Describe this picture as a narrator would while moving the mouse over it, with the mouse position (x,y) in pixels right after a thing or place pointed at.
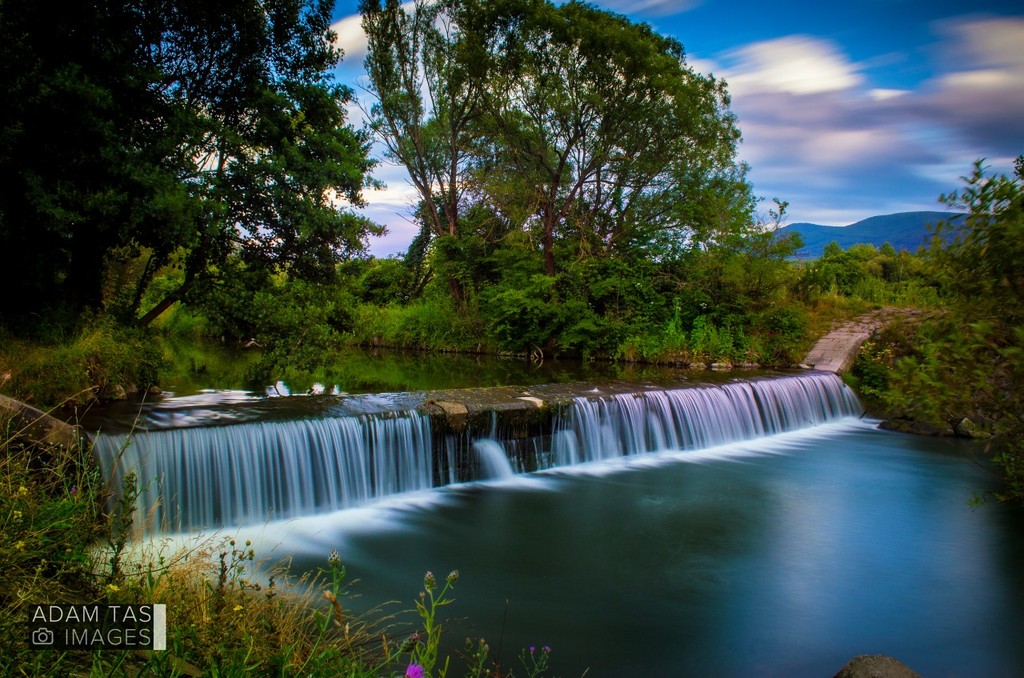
In this image there is waterfall (563,458). There are few plants (552,285) and trees (490,223) are on the land (185,565). Top of image (798,140) there is sky (839,111). Right side (803,236) there is a hill (898,235). Left bottom there are few plants (91,587) having few flowers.
